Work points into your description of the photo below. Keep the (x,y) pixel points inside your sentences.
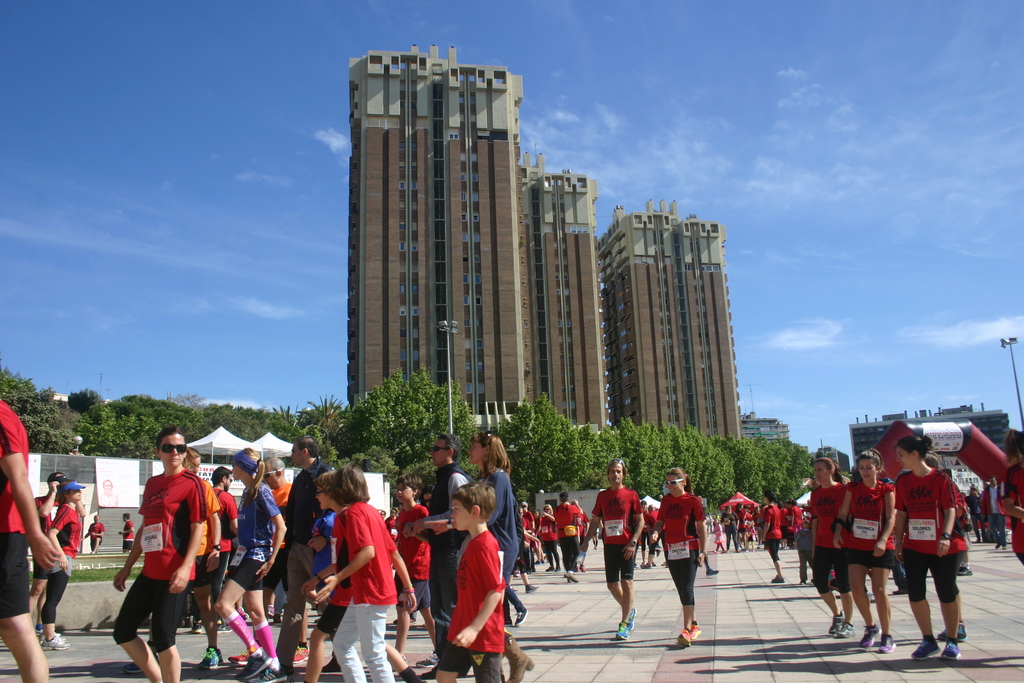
In this image we can see some group of persons (523,519) wearing blue and red color dress (488,623) walking on floor (675,607) and in the background of the image (375,219) there are some trees (412,419), lights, buildings (358,224) and clear sky (219,127).
